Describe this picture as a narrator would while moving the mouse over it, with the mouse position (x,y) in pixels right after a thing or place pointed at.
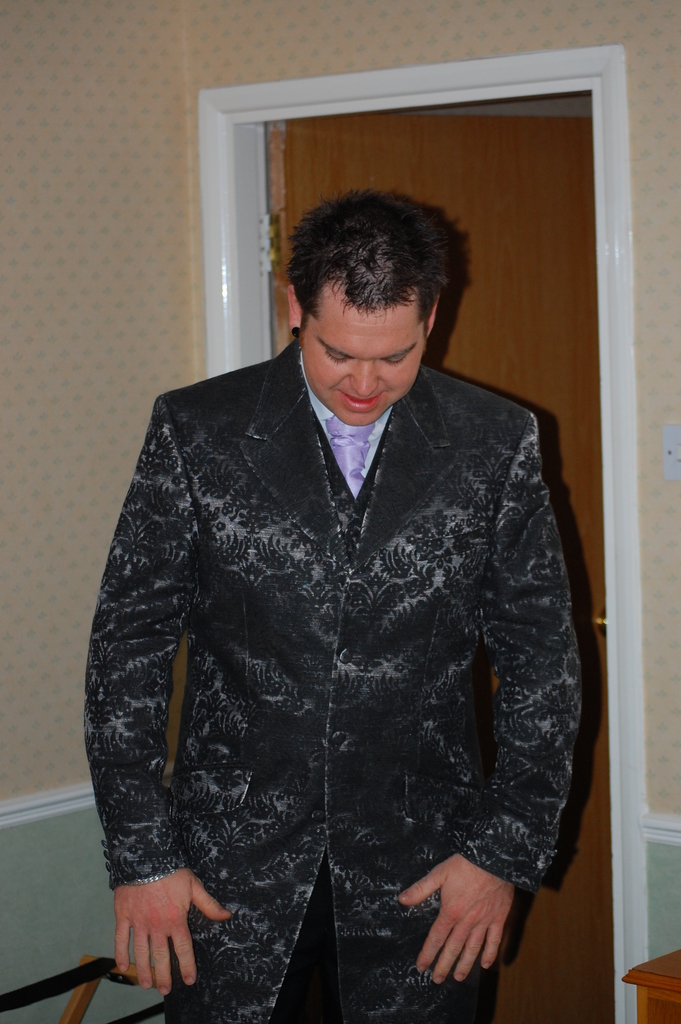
In this image we can see a man (293,591) standing on the floor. In the background (159,150) we can see walls (159,135) and doors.
